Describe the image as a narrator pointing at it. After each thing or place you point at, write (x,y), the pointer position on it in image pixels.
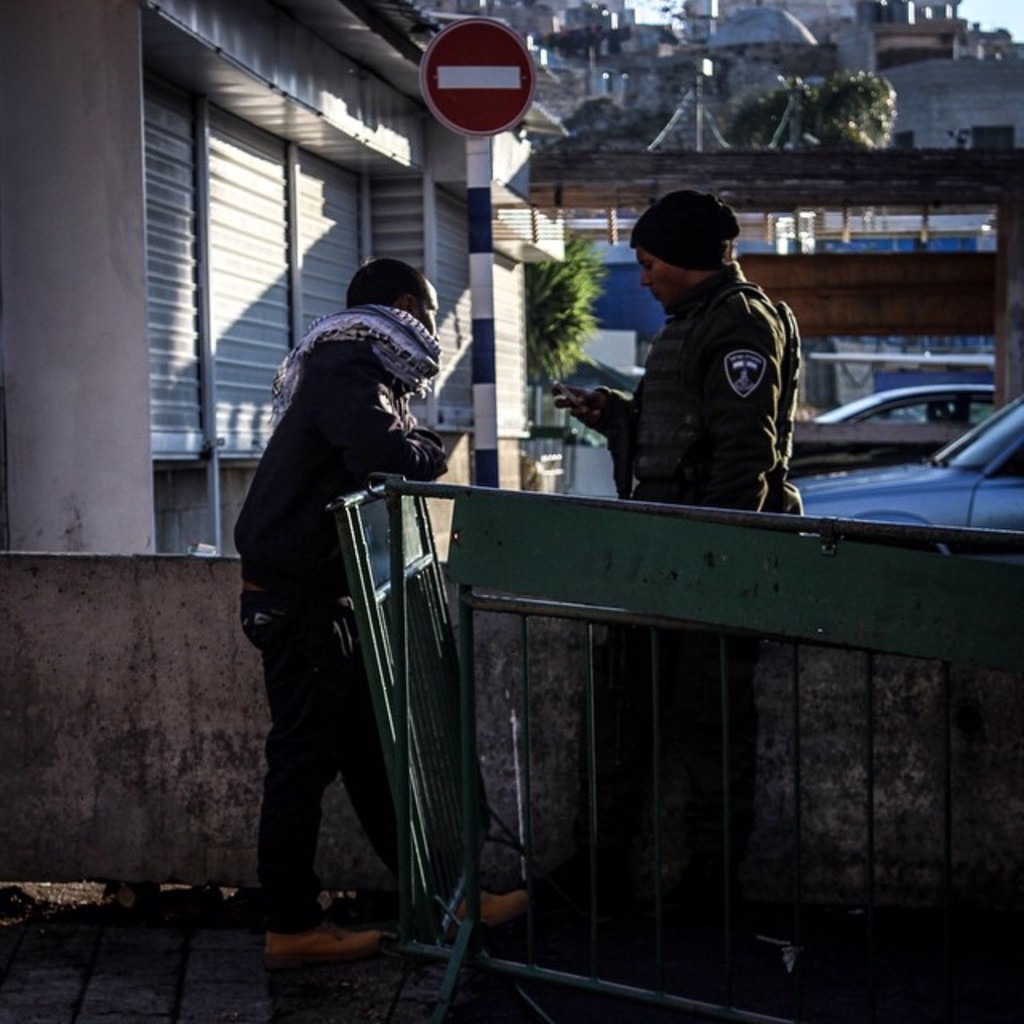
In this image, we can see two people (594,403) are standing on the surface (430,965). Here a person (643,437) is holding an object (568,396). Here we can see barricades (652,553), wall (523,763). In the background (551,357) we can see shutters (461,344), sign board (492,66), pole (485,413), plants (551,371), vehicles (1014,410) and houses (999,62).
